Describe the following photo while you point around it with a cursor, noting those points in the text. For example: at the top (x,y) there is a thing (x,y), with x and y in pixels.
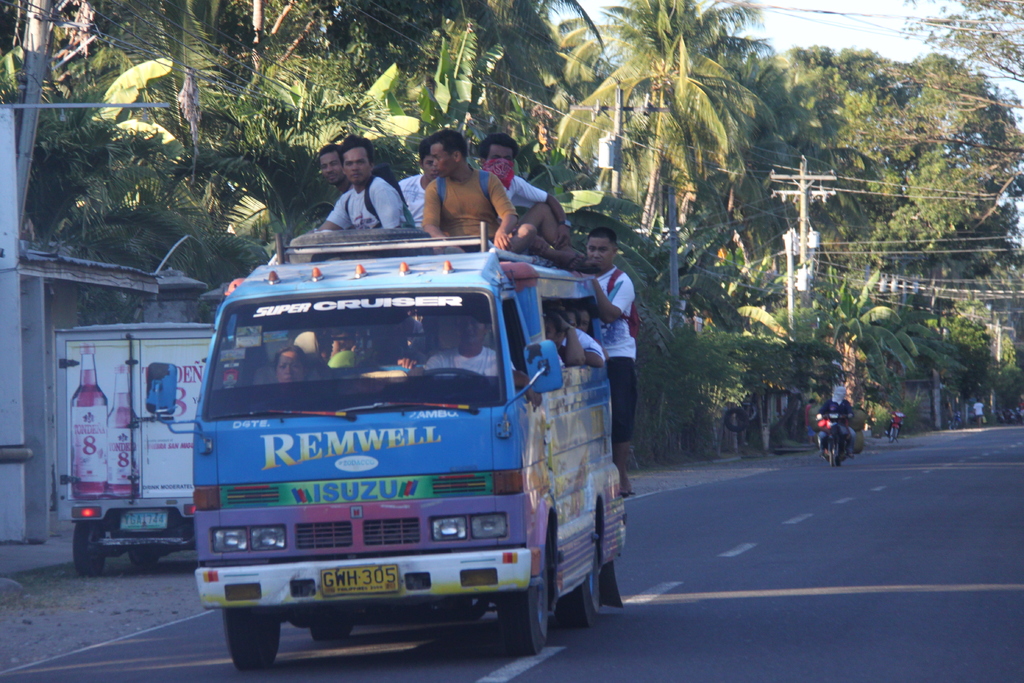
In this image there are vehicles (261,504) on a road (399,651), on one vehicle (490,472) there are people (449,211) sitting, in the background (139,156) there are trees (906,225), electrical poles (808,218) and wires (929,241).
